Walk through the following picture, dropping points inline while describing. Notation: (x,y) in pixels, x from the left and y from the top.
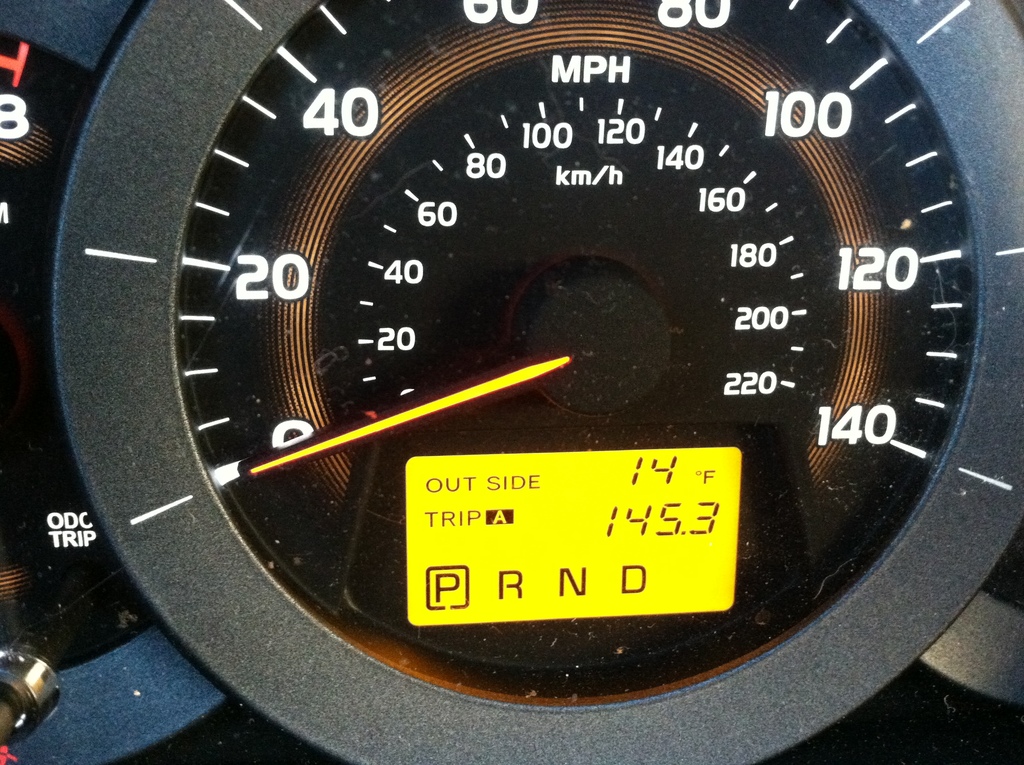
In the foreground of this image (265,672), there is a speed meter (138,288) in which there is a needle (510,383), few readings (477,165) and units (583,172) in it.
